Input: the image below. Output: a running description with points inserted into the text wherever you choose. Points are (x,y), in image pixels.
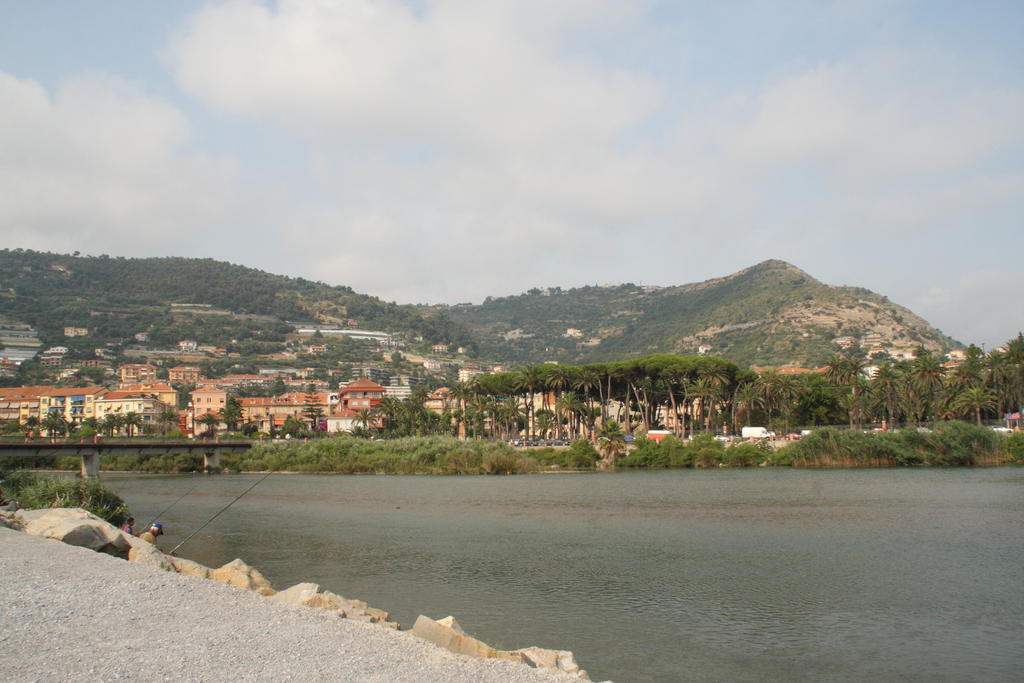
At the bottom of the image (198,640) there are stones (263,624). In the center of the image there is water (576,529). In the background of the image (430,342) there are mountains (567,340), trees (86,349), buildings (49,398). At the top of the image (478,138) there is sky (410,155).
